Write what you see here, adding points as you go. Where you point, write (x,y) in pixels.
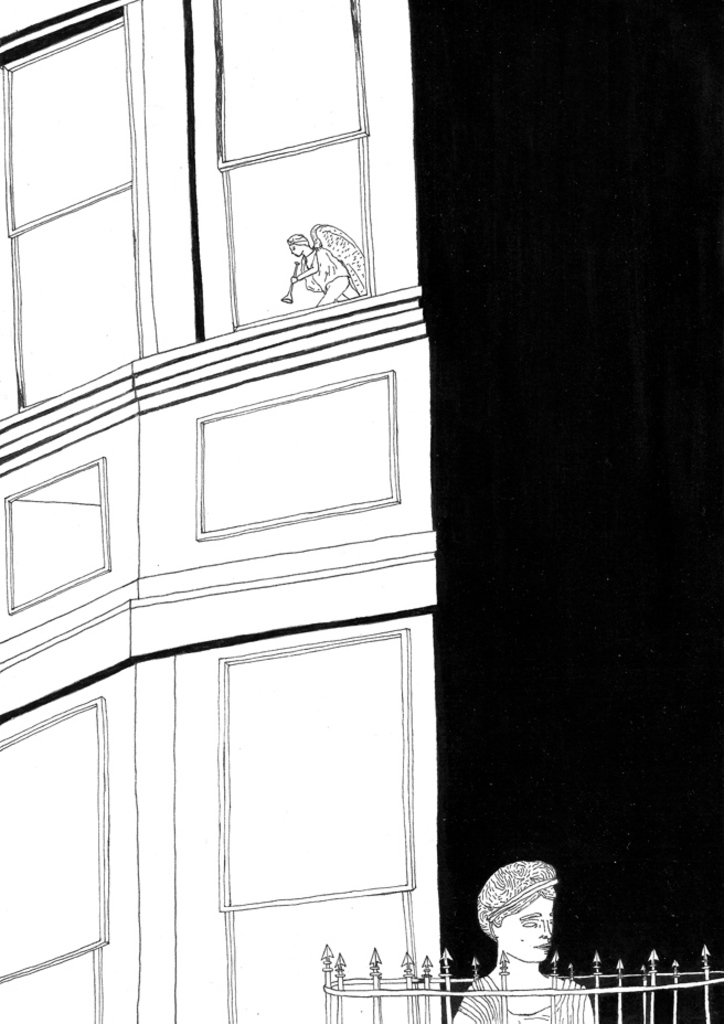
In the image in the center (325,480) we can see one paper (402,278). On the paper (371,342), we can see one building (269,765), wall (333,596), fence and two persons (526,962) were standing and holding some objects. And we can see black color border (469,498) on the right side of the image (607,257).
